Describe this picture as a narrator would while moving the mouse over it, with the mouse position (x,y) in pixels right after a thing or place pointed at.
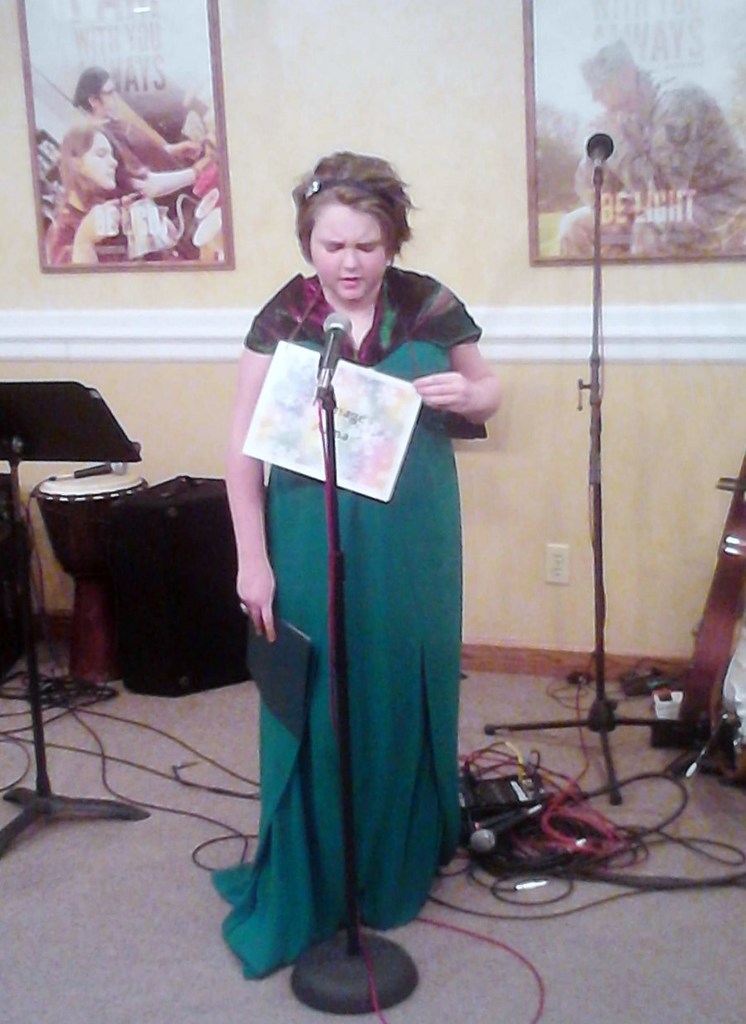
In the picture I can see a woman (288,519) standing on the floor (530,760) and looks like she is singing on a microphone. I can see a guitar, microphone (98,468) and other musical instruments (103,537) are kept on the floor (598,1015). In the background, I can see the photo frames (530,182) on the wall (12,183).
